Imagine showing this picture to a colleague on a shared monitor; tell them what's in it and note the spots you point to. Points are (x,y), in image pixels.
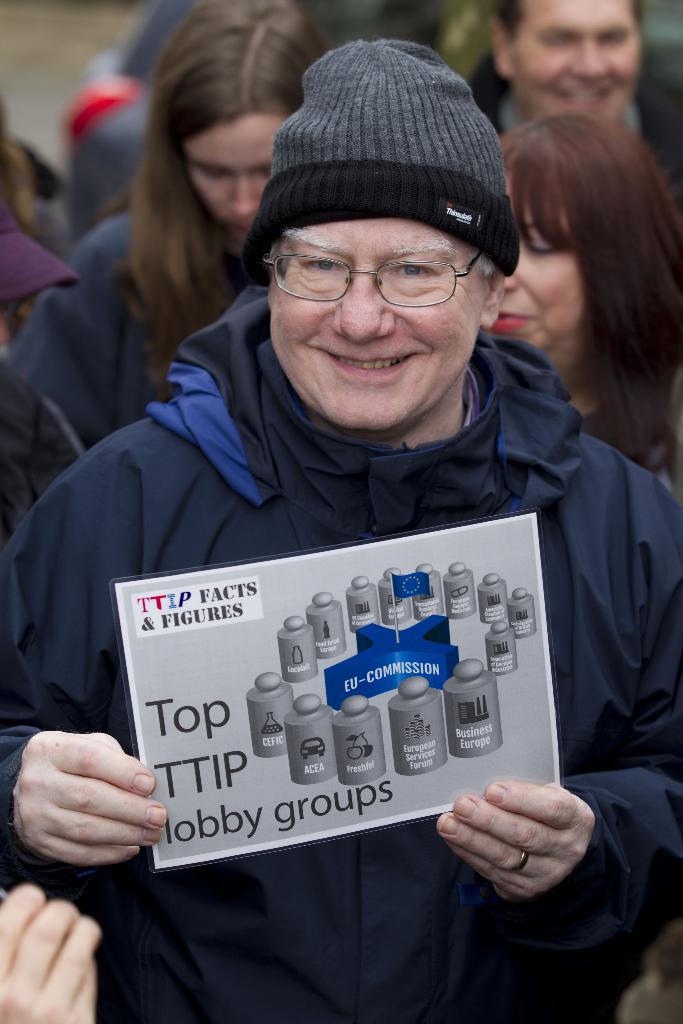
In this image we can see a person (613,666) posing for a picture and holding a poster (312,721) which consists of some text (275,742) and logos (311,757), behind him there are a group of people (44,225) standing.
